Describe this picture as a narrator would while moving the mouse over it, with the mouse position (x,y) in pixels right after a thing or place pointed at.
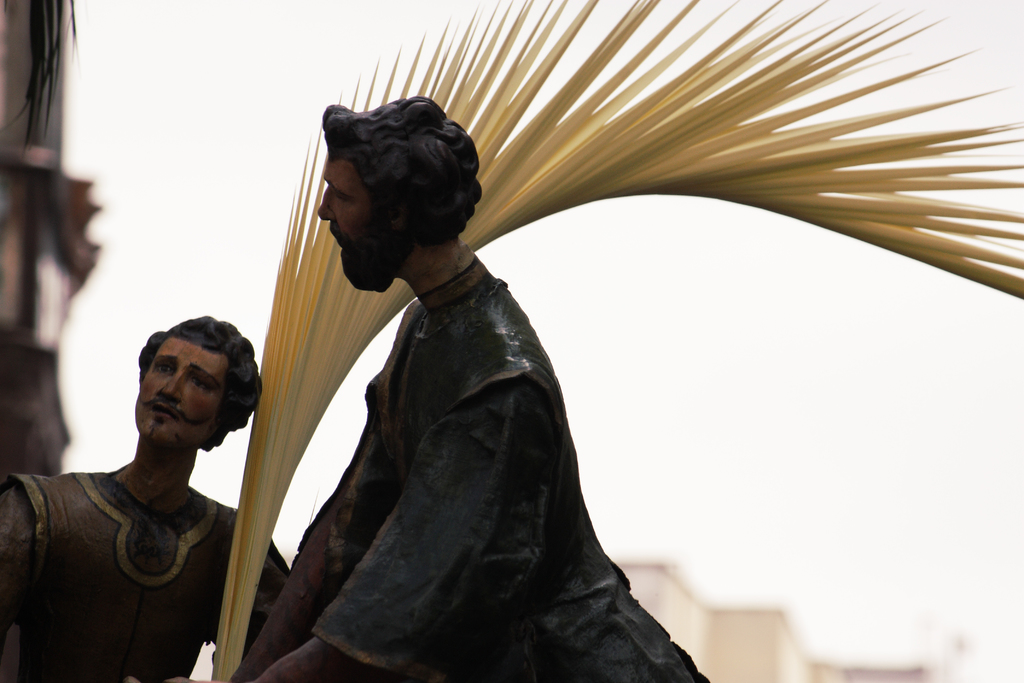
In this image I can see two mini sculptures (141,454) of men (414,356). I can also see a yellow colour thing (271,458) over here and I can see this image is blurry from background (49,110). I can also see white color in the background (953,370).
